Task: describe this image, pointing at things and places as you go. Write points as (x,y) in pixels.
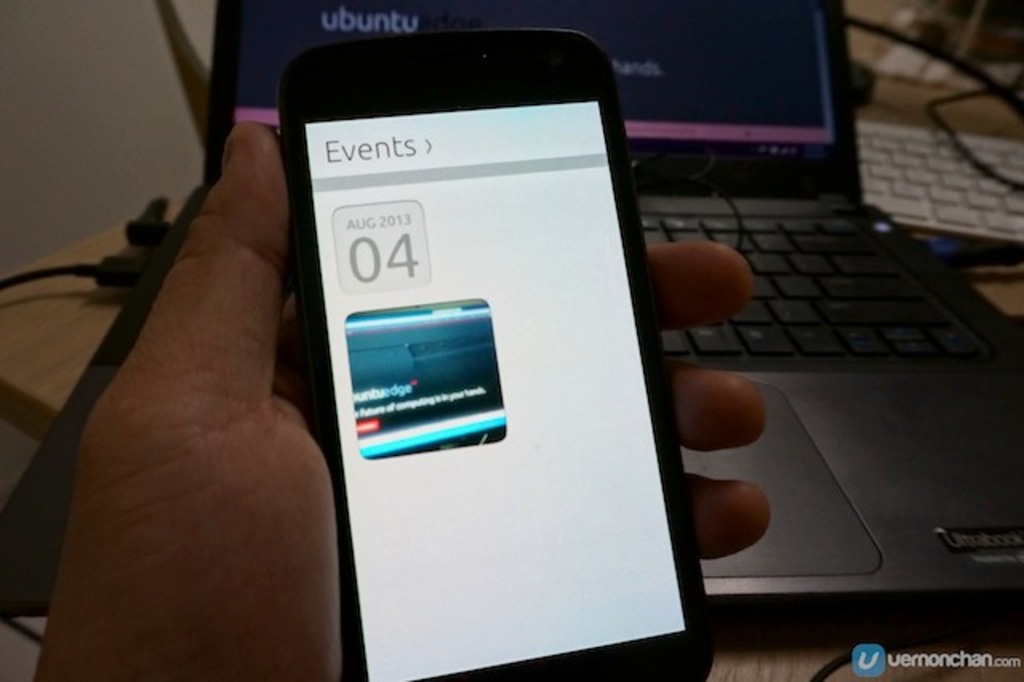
In this image I can see a person's hand (155,483) holding a mobile (432,494) which is black and white in color. In the background (46,368) I can see a cream colored table (65,348) and on it I can see a black colored laptop (769,390), a white colored keyboard (928,137) and few black colored wires (958,141).
